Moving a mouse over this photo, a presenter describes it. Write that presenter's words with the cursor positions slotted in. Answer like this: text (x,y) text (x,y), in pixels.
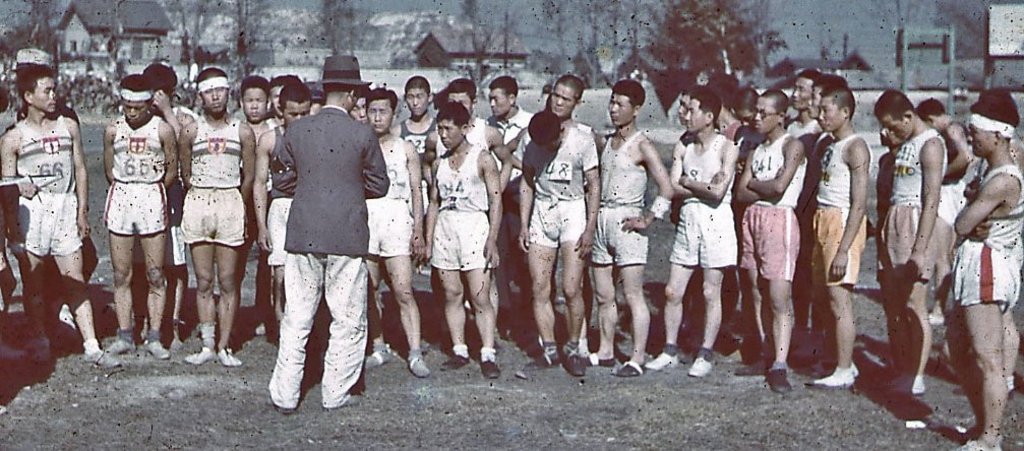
In the center of the image (487,174) we can see people (547,182) standing. The man (290,394) standing on the left (318,157) is wearing a hat (328,77). In the background (192,67) there are sheds (144,41), trees (718,59), poles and sky (834,11).
